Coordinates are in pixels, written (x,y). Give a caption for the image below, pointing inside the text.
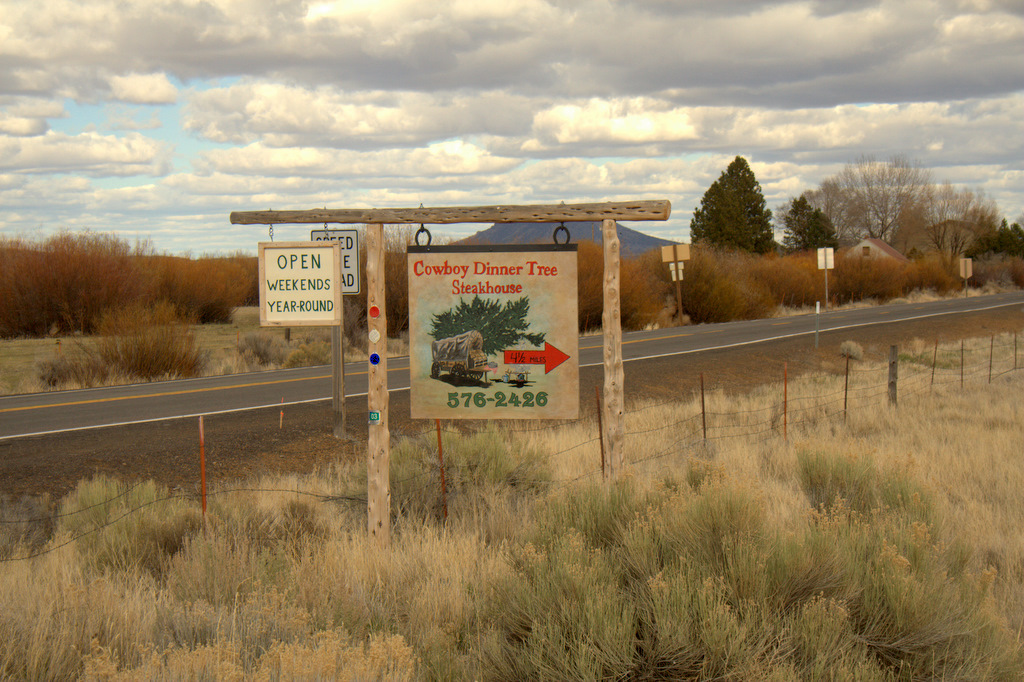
In this picture there are two boards (496,321) which has something written on it is attached to a wooden stand (456,214) and there is grass (753,567) in the right corner (728,542) and there is a fence (442,479) beside it and there is a road (154,404), few trees (736,227) and a mountains (620,234) in the background (748,234) and the sky (441,99) is cloudy.
